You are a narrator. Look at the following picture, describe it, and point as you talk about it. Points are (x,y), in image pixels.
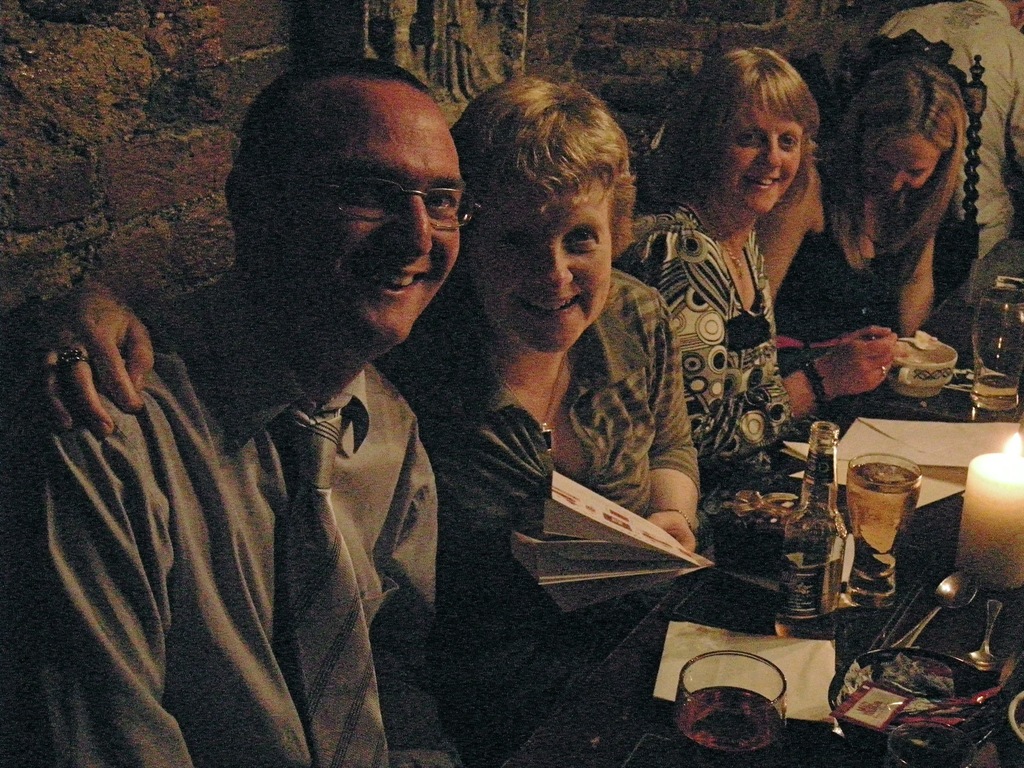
In this image we can see a group of people (431,394) sitting on the chairs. In that a woman (574,456) is holding some papers (578,555). we can also see a table (774,603) beside them containing some glasses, bottle (784,582), papers (693,638), spoons (916,632), fork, bowl (908,385) and a candle (1011,440). On the backside (672,135) we can see a wall (645,113).
